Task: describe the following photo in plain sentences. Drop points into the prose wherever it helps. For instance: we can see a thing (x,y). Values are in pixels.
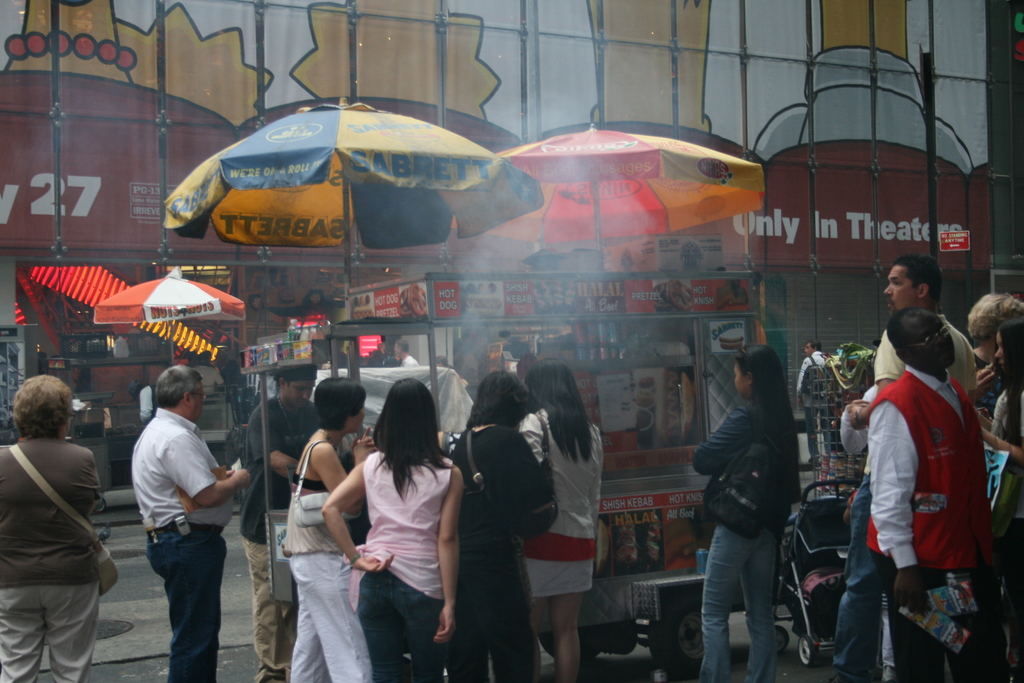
This image is clicked on the roads (121,560). At the bottom (101,616), there is a road (788,646). In the front (792,522), there are many people (460,475) in this image. And we can see three umbrellas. In the background (289,315), there is a building (71,300). And we can see a food cart (682,361).
